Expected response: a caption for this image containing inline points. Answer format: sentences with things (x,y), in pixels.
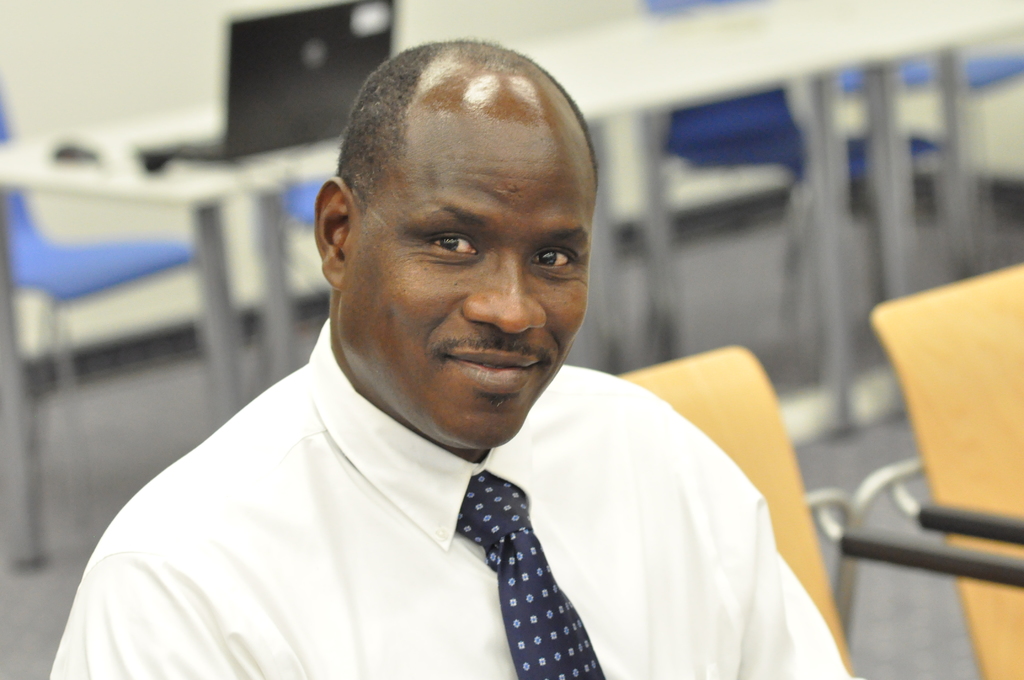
In this image I can see a person (386,380) smiling. In the back (176,94) the image is blur.
